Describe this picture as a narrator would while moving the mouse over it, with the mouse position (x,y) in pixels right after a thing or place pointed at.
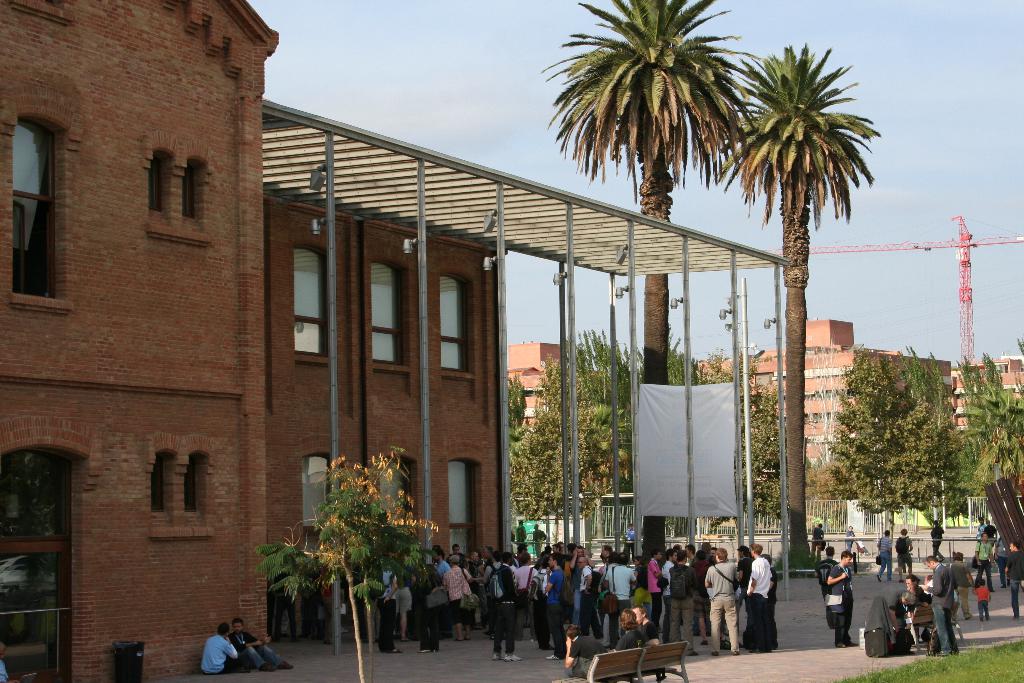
In the foreground (477,654), I can see benches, grass (1003,665), trees (369,629) and a crowd (623,617) on the road (812,680). In the background (660,437), I can see buildings (440,408), windows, towers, boards (673,444), fence (911,535) and the sky (758,334). This image taken, maybe during a day.
